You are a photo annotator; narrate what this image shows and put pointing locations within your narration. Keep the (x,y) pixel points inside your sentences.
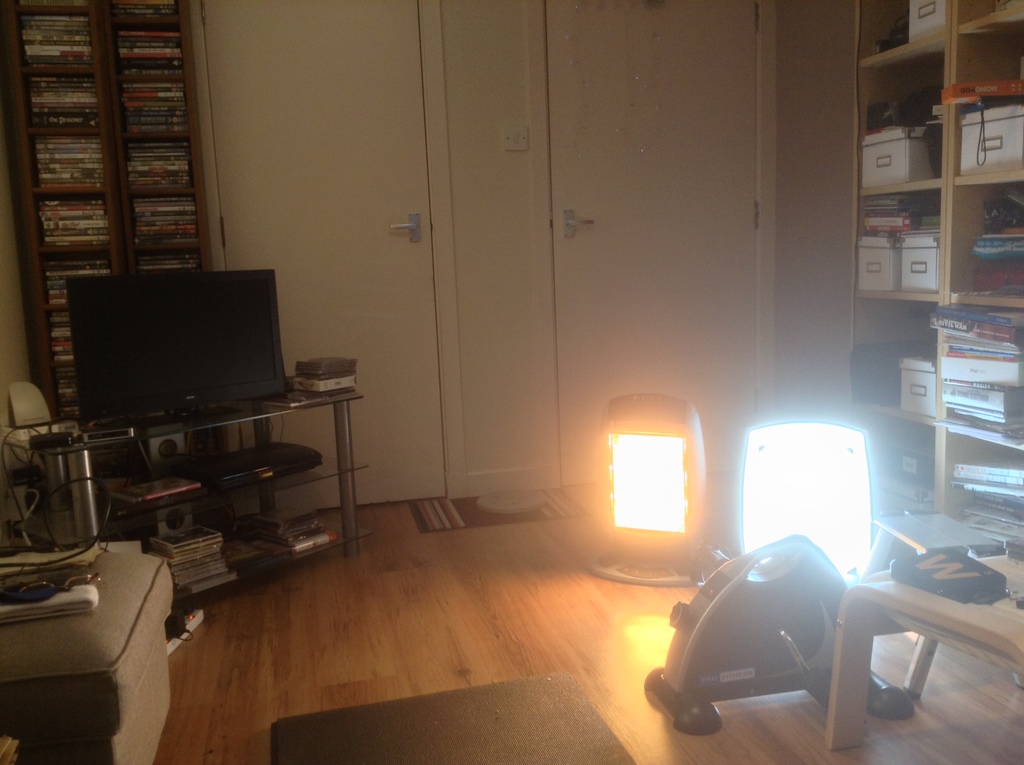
This image is clicked in a room (429,657). In the front (268,467), we can see a table (169,424) on which there is a TV (122,413) along with speakers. In the background (601,48), there are cupboards (115,270) and doors (375,147). And many books (146,175) are kept in that cupboard (121,175). On the right (933,302), there is a rack (993,73) in which many boxes (915,137) are kept. At the bottom (489,684), there is a floor (582,637). In the front (797,517), we can see two lights (758,485). On the left (121,669), there is a couch (102,715).
